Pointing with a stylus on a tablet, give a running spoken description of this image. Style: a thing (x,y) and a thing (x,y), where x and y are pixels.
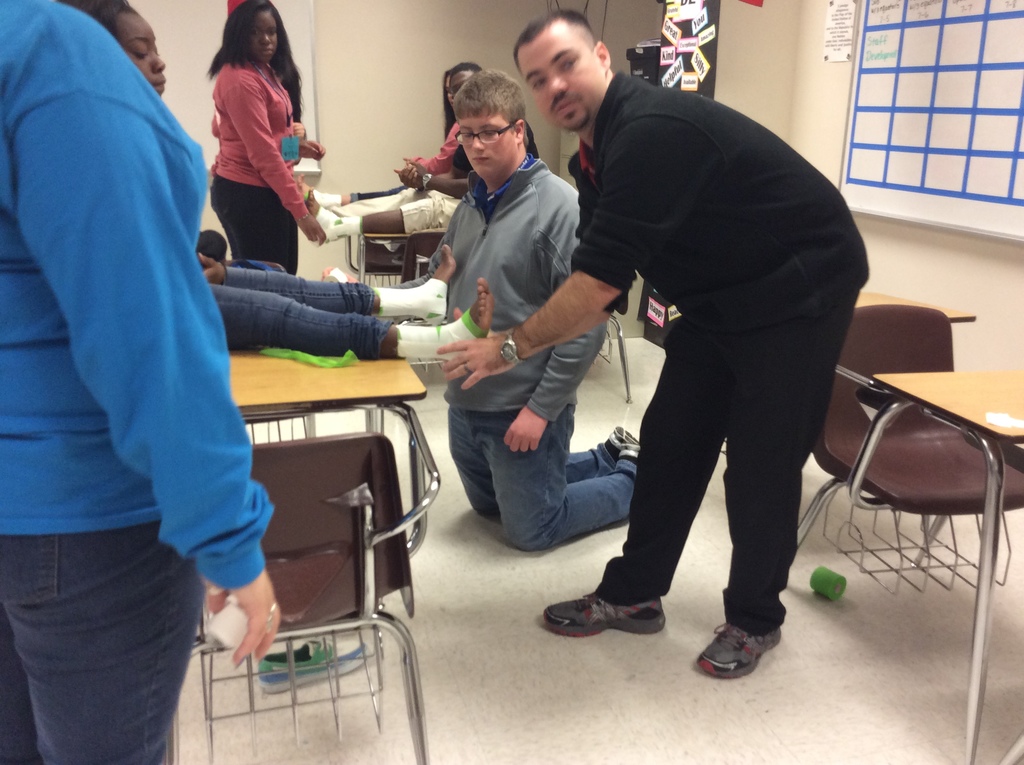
In this picture there a group of people (140,110) Standing and also kneeling there are some chairs (413,595) and tables (368,404).
